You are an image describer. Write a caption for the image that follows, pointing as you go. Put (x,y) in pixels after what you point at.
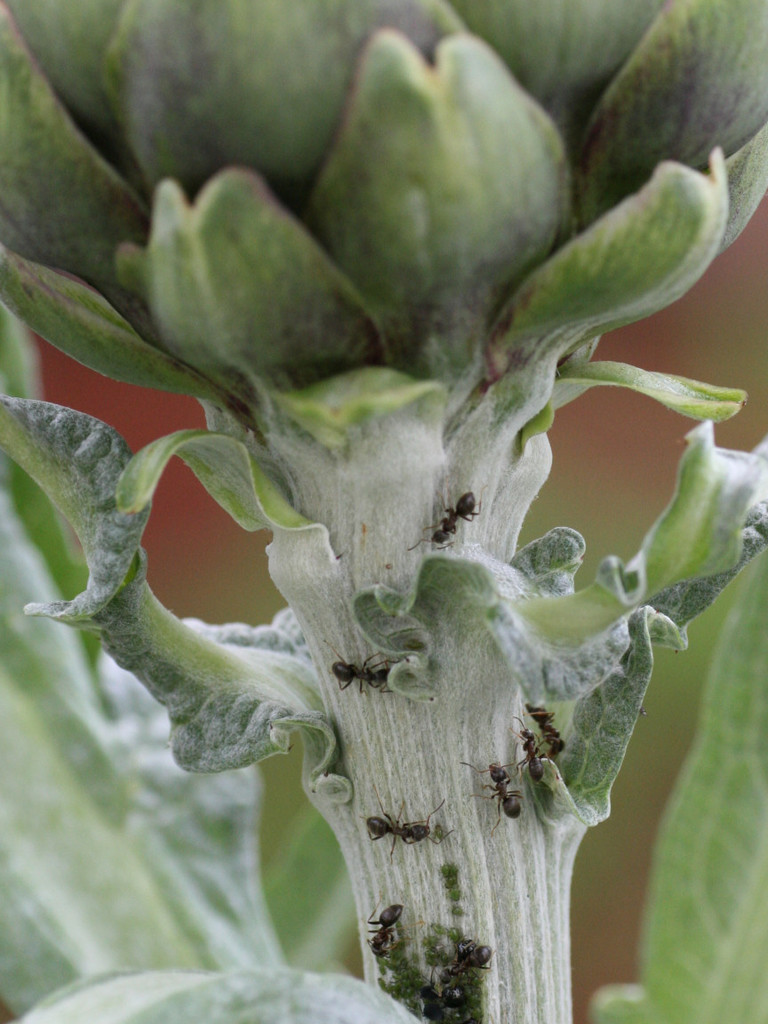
In this image we can see some plants (378,541) on the surface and some black ants (513,801) on the plant stem (523,791).
